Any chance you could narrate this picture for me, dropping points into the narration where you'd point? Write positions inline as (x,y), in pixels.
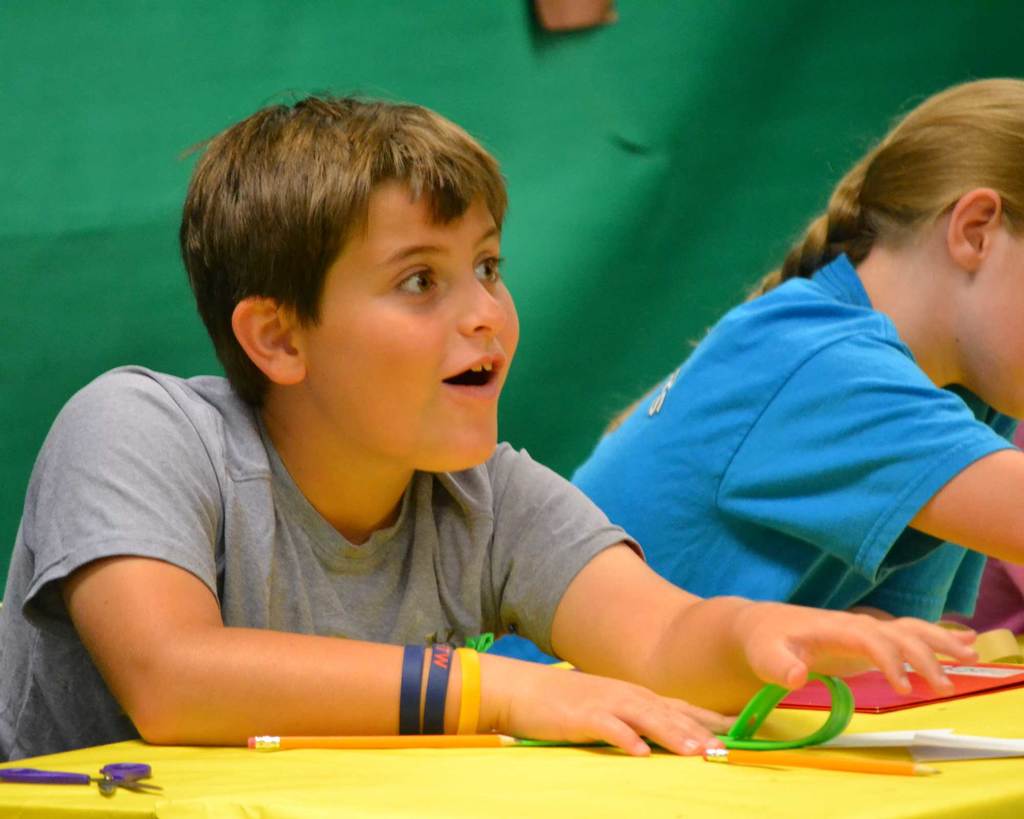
In this picture we can see a boy (286,604) sitting on the stool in front of the table (303,771) and on the table (80,763) we have a scissors (33,769), pencil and some papers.
